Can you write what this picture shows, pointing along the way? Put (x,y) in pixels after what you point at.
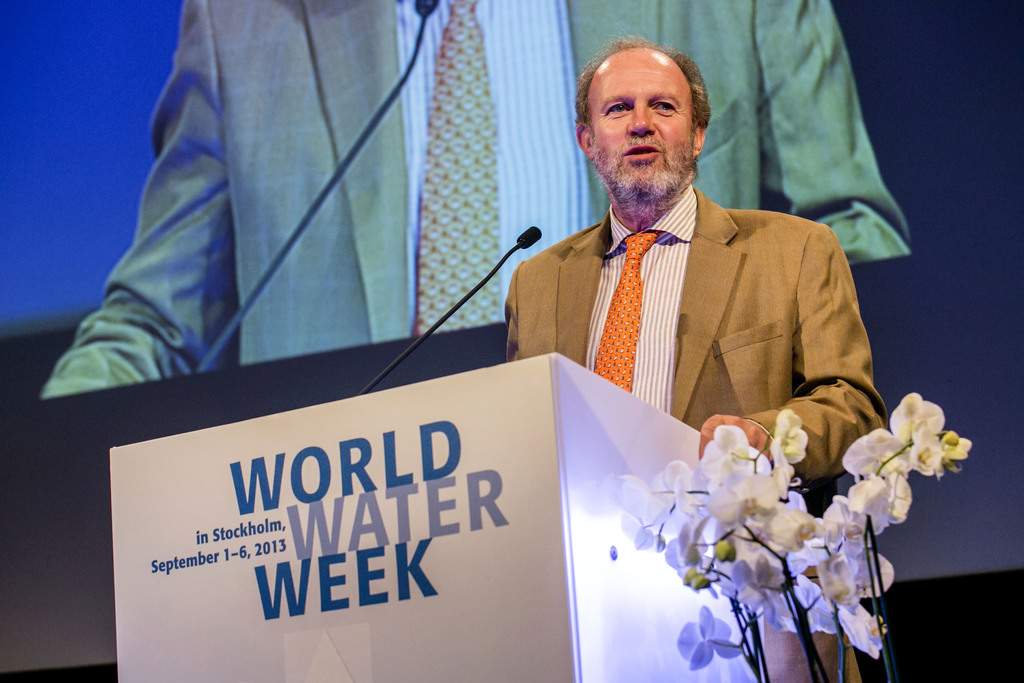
There is a man (588,265) standing behind a podium (505,402) and a mic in the foreground area of the image (704,378) with flowers (872,528), and there is a screen (370,122) in the background (310,244).
